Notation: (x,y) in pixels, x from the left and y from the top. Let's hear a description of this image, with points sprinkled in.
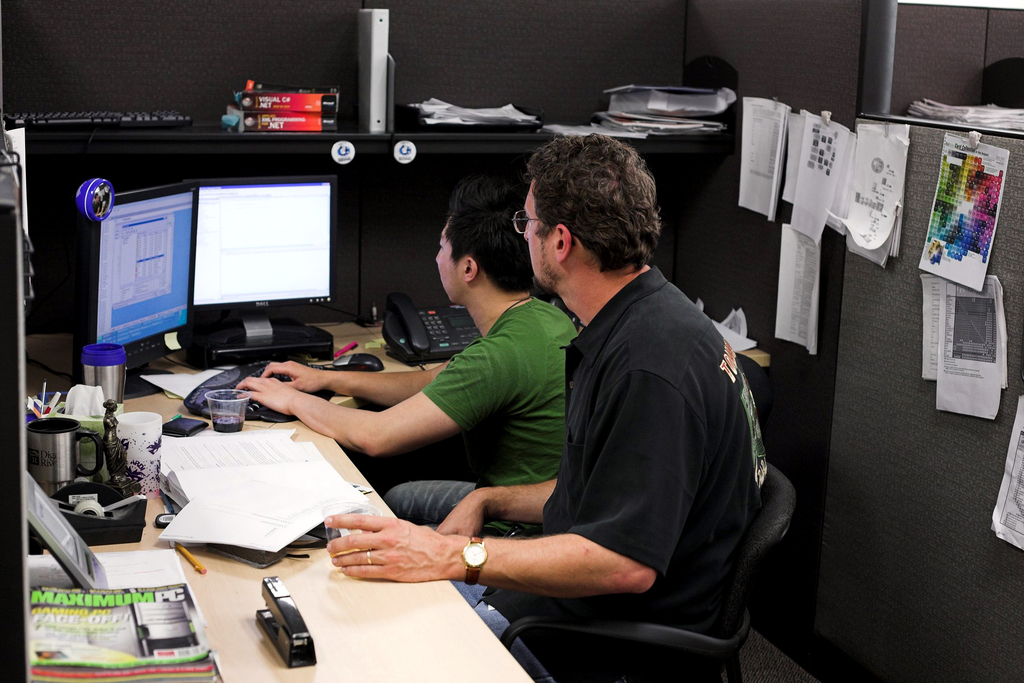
This image is clicked inside the room (710,453) There are two persons (610,530) sitting in the chairs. To the left (238,609), there is a table (278,678) on which some books (169,631), papers (231,492), and monitors (255,250) are kept. To the right (932,321), there is a wall (906,220) to which some papers (824,189) are hanged with the clips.
